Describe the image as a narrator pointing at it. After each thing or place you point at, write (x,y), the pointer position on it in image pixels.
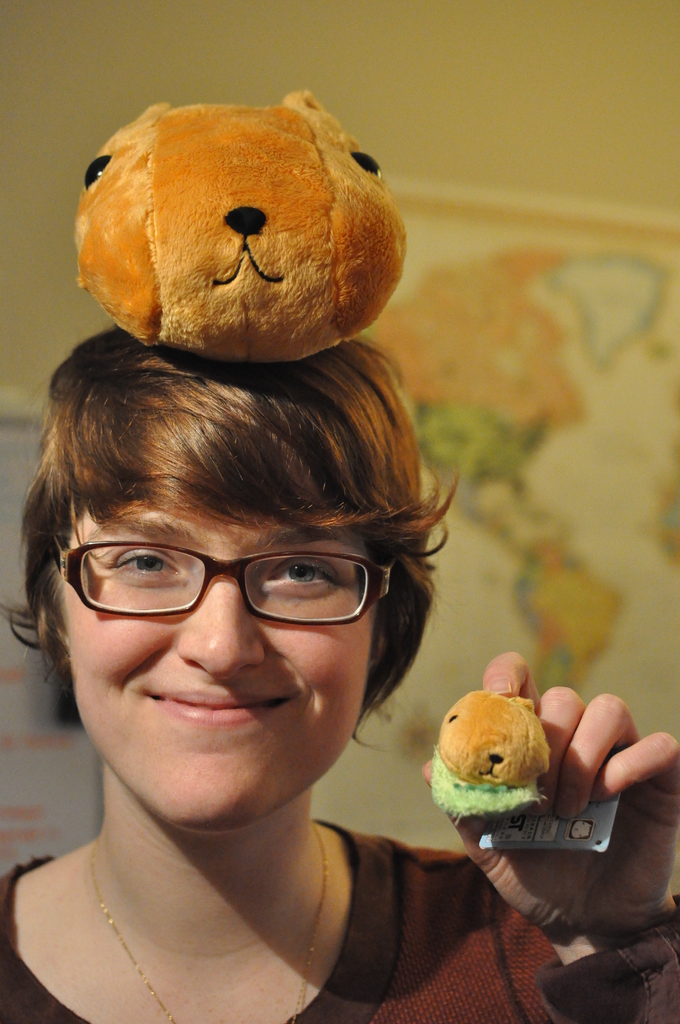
In this picture we can see a person (212,770) with the spectacles (98,568) and the person (222,795) is holding some objects (498,818). At the top of the person head (181,496) there is a toy (132,185). Behind the person (133,650) there are some blurred objects (499,428).
